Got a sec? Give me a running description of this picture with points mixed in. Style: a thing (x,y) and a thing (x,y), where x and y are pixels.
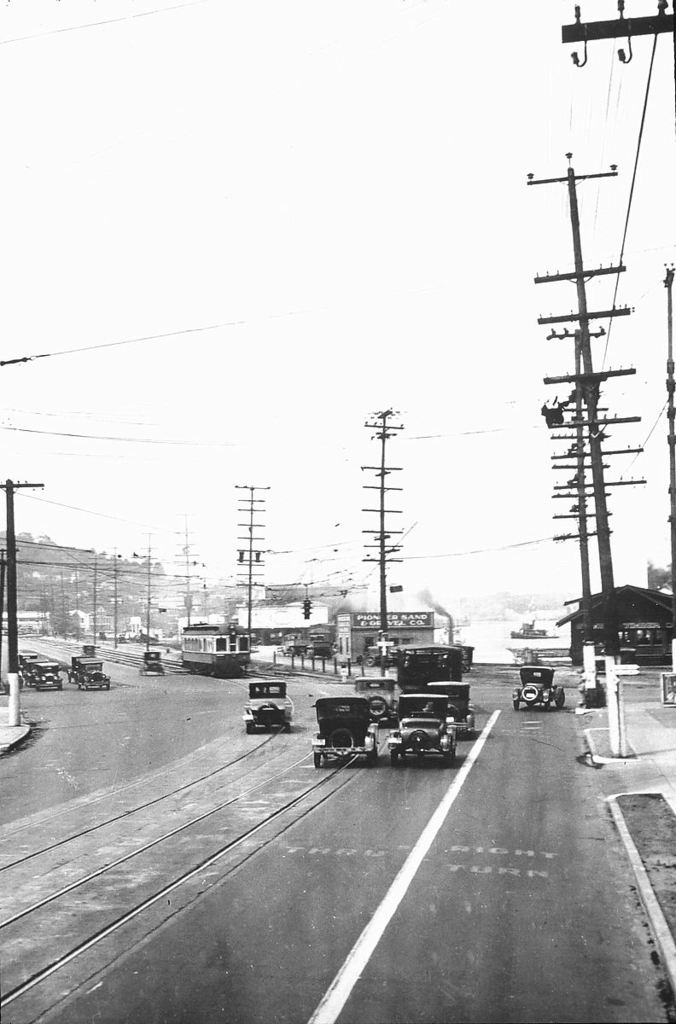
In this picture I can see there are few vehicles (460,720) moving on the road (175,729) and there are few electric poles (383,436) and the wires (98,570) are connected to it. The sky (538,355) is clear.
